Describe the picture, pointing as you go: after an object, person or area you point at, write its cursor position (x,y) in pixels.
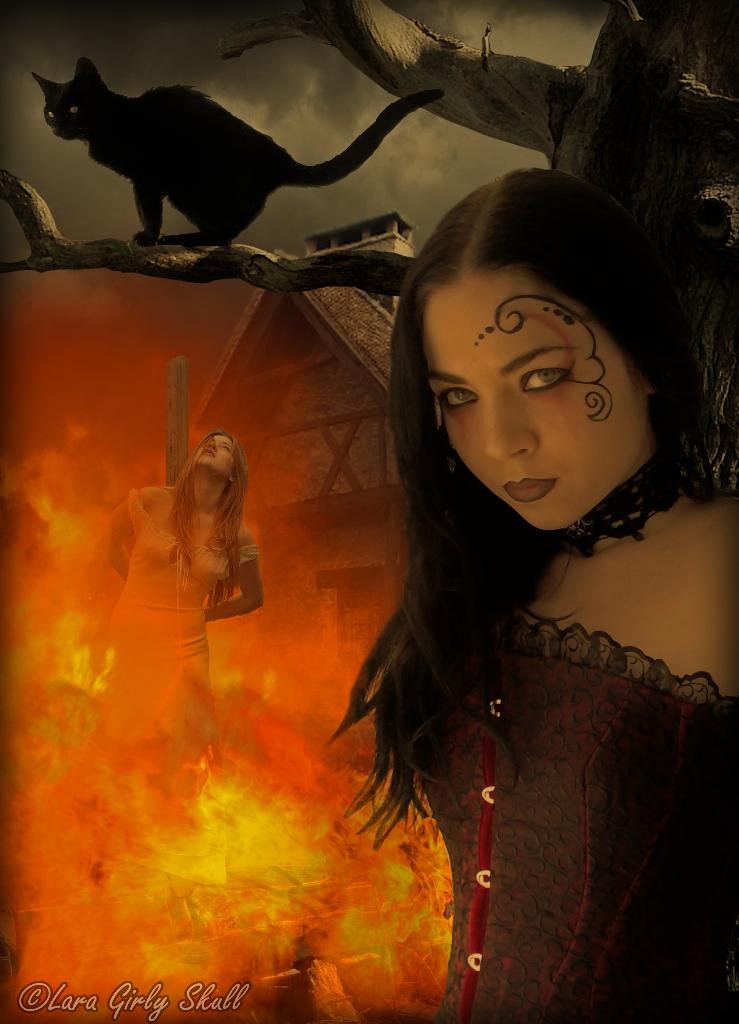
In the picture I can see two women (562,667) are standing. In the background (249,390) I can see a cat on the tree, a house (302,313), the sky (285,218), the fire (225,806) and some other objects (180,398). On the bottom left side of the image (154,1010) I can see a watermark (112,1018).
